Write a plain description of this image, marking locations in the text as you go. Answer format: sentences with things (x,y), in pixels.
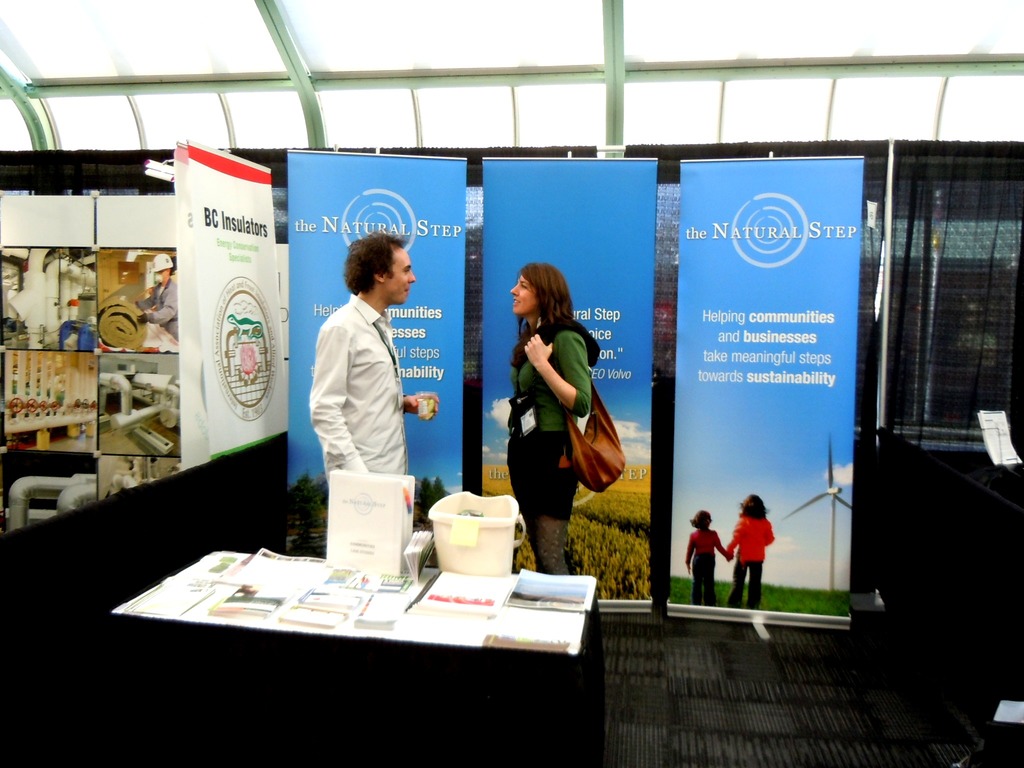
In this picture, we can see two people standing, and we can see the ground (727,760) with some objects (451,668) like posters (700,330), table (479,671), and we can see some objects (331,577) on the table (467,674), we can see the glass wall (192,79) with black curtain (713,146) attached to a pole (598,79).
